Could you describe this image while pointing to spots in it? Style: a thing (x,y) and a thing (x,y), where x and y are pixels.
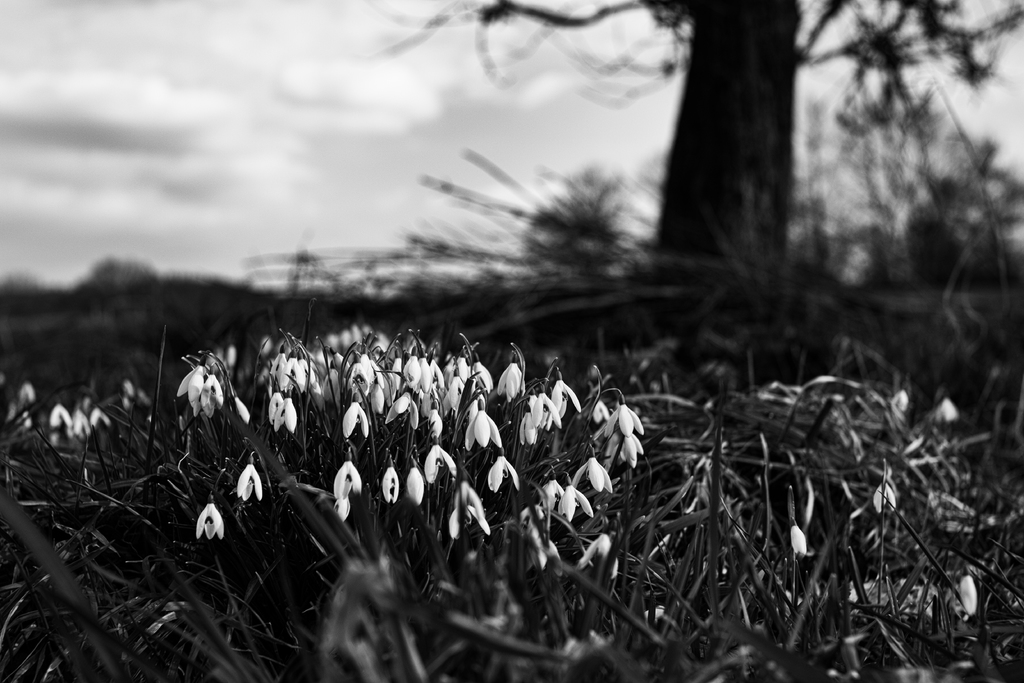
In this picture we can see flowers (258,488), plants (470,469), tree (751,33) and in the background (148,253) we can see the sky (805,10) with clouds (321,43).
